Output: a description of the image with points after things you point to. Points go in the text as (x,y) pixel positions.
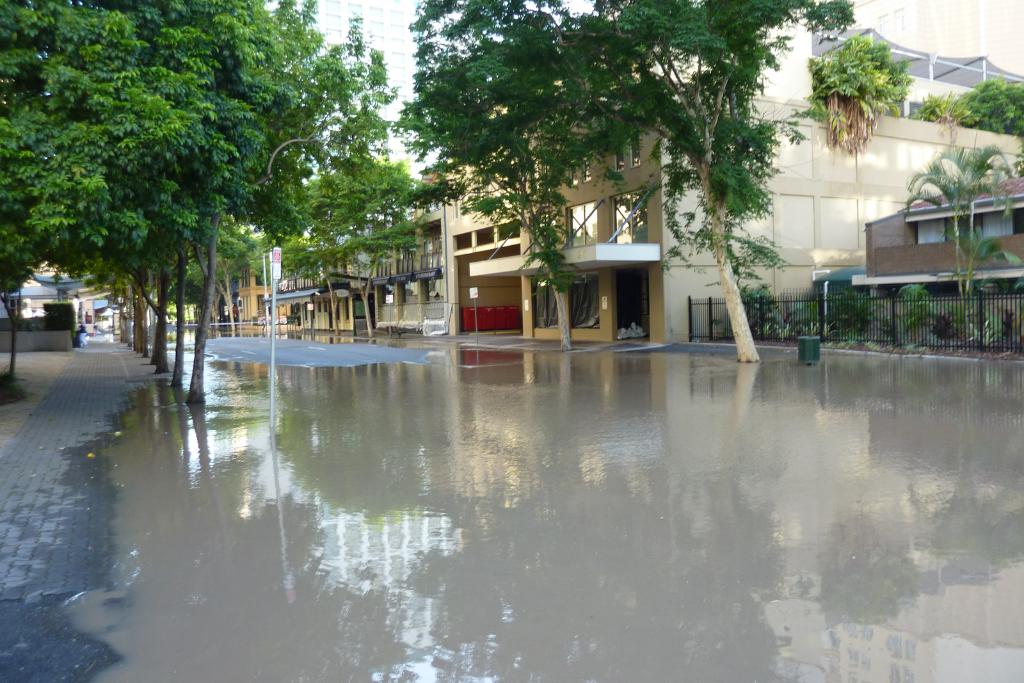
In this image in front (539,458) there is water (549,467). In the center of the image (377,352) there is a road (271,339). There are boards (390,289). On the right side of the image (780,336) there is a metal fence (877,323). In the background of the image (581,198) there are trees (324,221) and buildings (663,188).
